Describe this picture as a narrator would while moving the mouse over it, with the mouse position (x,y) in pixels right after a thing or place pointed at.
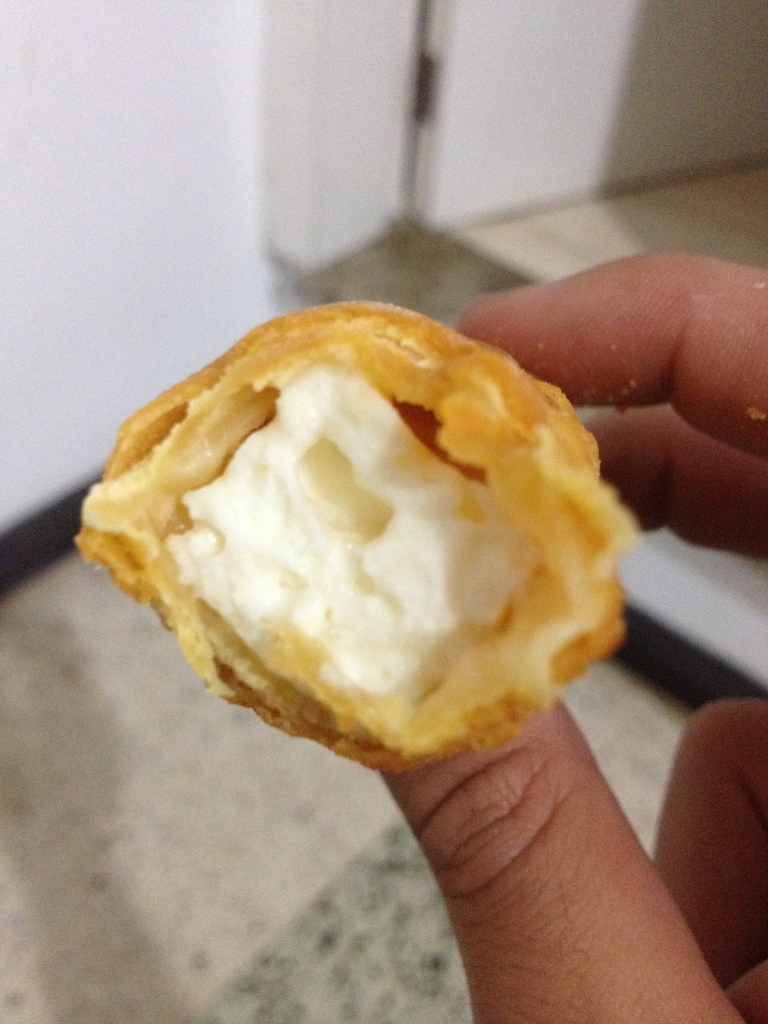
In this image I can see the person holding the food item (377,544) which is in white and brown color. In the background (246,827) I can see the floor (246,867) and the wall (156,104).
